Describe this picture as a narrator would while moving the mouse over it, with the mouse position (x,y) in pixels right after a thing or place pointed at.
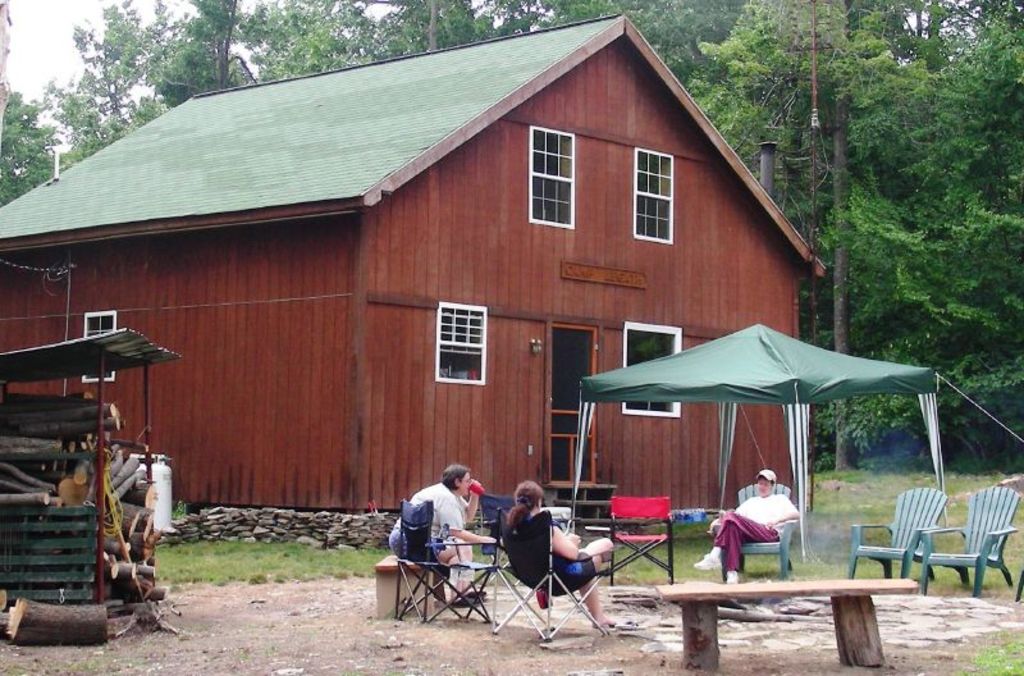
In this image I see 3 persons (535,495) who are sitting and there are lot of chairs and 2 benches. I can also see there are log of wood (62,406) over here and In the background (11,220) I see the house (10,316) and the trees (79,111).
